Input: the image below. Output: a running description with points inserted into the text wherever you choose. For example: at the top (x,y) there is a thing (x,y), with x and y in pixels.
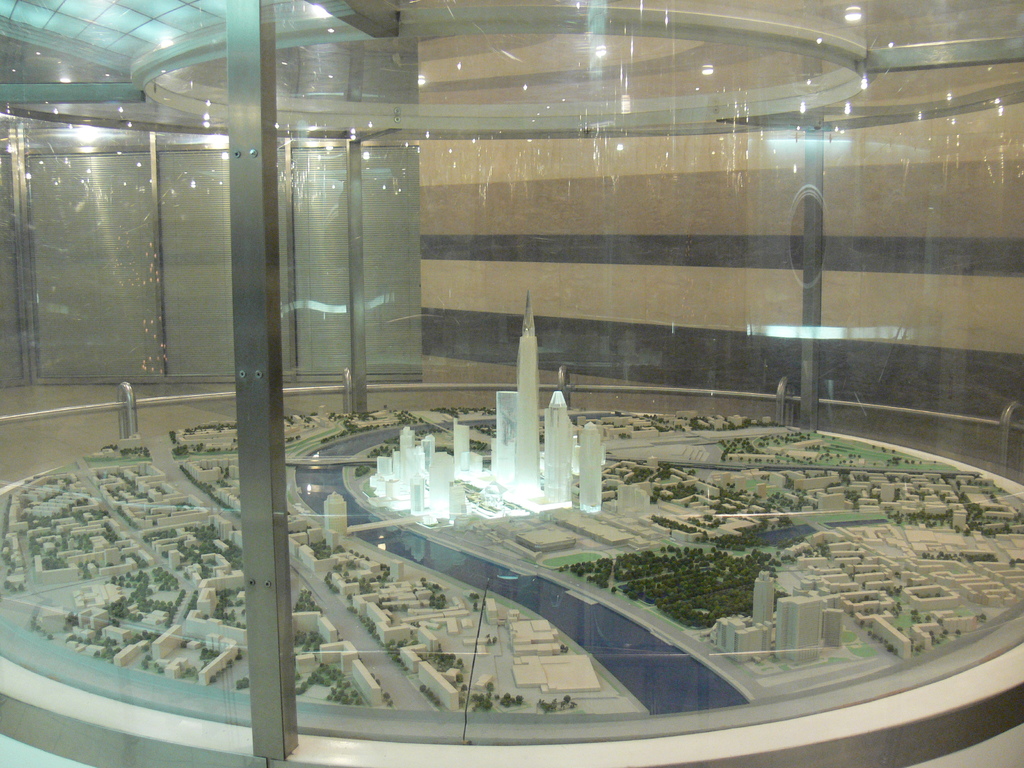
In this image I can see miniature of buildings (558,411) and of trees (851,462). In the background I can see number of lights (159,41) on ceiling (200,16) and in the front (36,747) I can see a glass (591,164).
